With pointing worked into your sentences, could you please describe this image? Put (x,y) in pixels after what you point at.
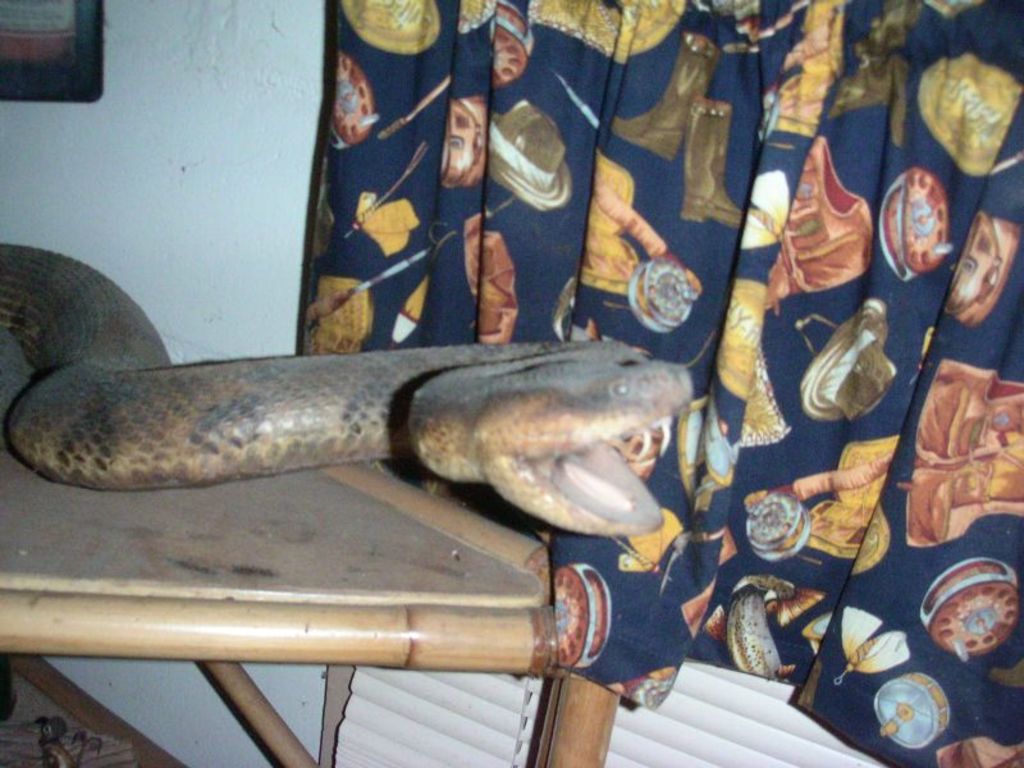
In the image we can see the snake (248,443), wooden table (242,571), wall (246,270), curtains (479,210) and a floor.
